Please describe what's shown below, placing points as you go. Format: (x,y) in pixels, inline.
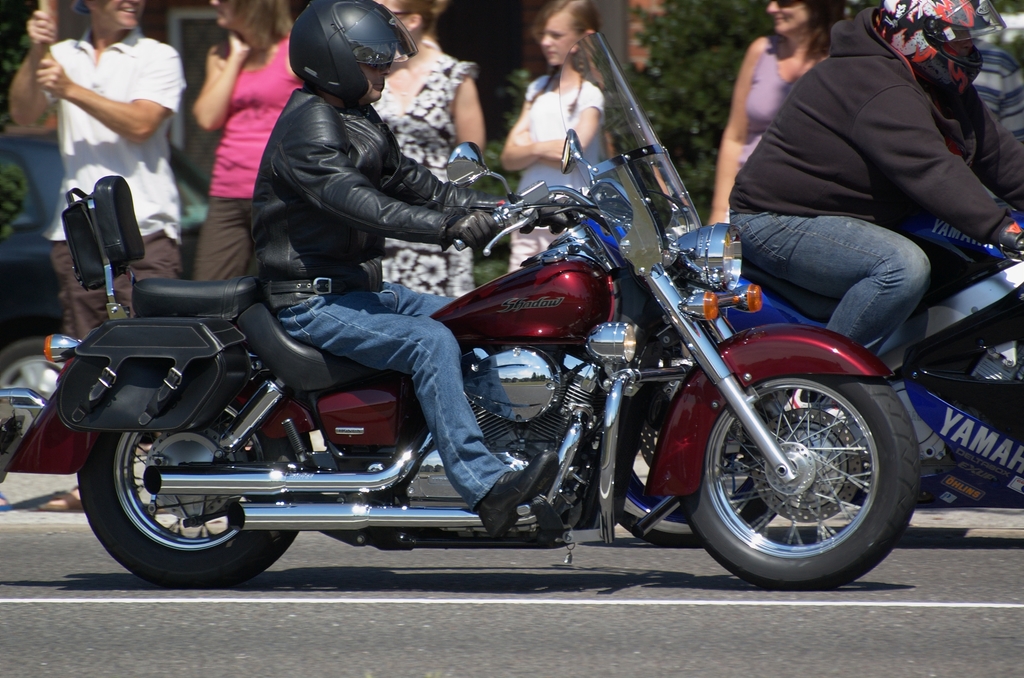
In this image I can see a man (458,213) riding a bike (568,290). At the background (284,59) there are few people (146,260) standing.
